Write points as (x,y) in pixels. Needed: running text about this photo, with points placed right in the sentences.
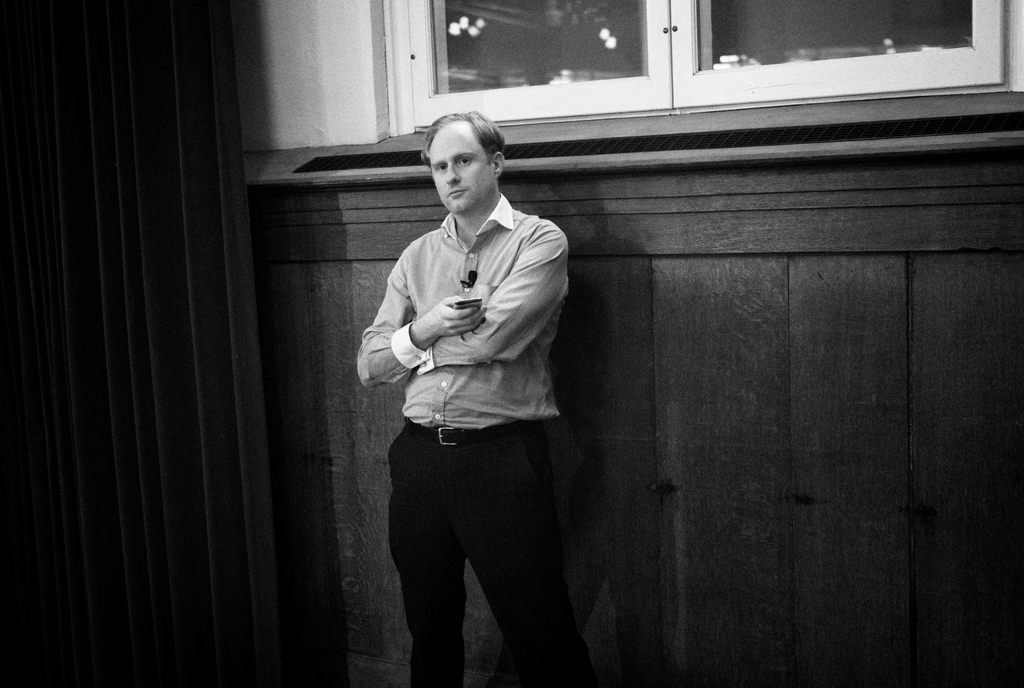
In the middle of the image (425,289) a man (414,366) is standing and holding a phone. Behind him there is a wall (1009,440).
